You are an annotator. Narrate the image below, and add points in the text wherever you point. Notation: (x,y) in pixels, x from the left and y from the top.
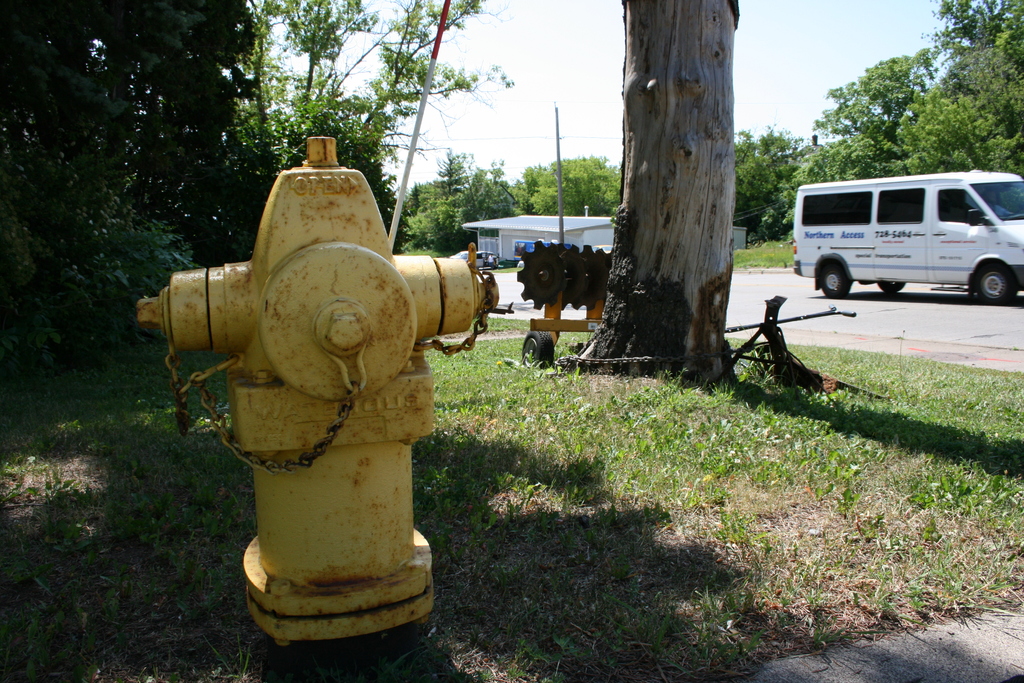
In the image there is a fire hydrant (237,425), around that there is some grass (589,415) and trees (25,26). Beside the trees (716,253) there is a road (878,300) and on the road (788,308) there is a vehicle (847,216). Behind the vehicle (902,264) there are a lot of trees (997,110).
